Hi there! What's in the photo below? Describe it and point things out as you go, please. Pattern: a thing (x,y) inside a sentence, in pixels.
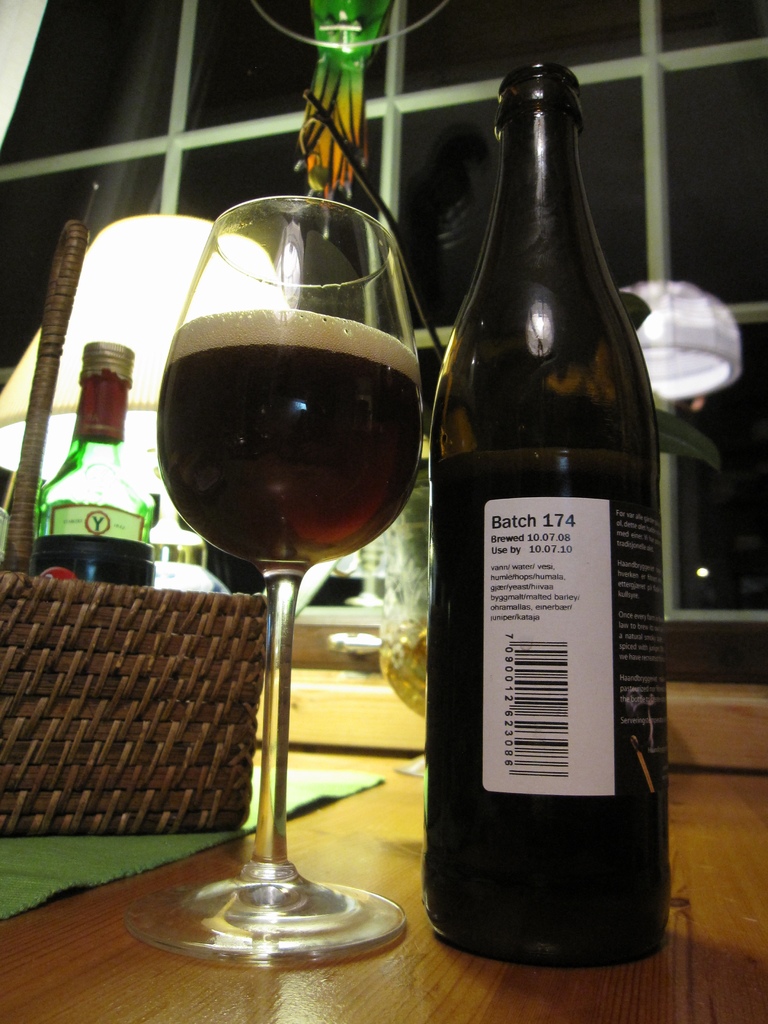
In this image, we can see a bottle (555,511), there is a sticker (541,619) on it and wine glass (272,444) that is filled with liquid (293,409). Both are placed on the wooden table (443,992). Back Side, we can see a glass window (416,147). Left side (65,558), there is a basket (83,594) few bottles (120,511) are placed on it. And there is a lamp (140,288).
